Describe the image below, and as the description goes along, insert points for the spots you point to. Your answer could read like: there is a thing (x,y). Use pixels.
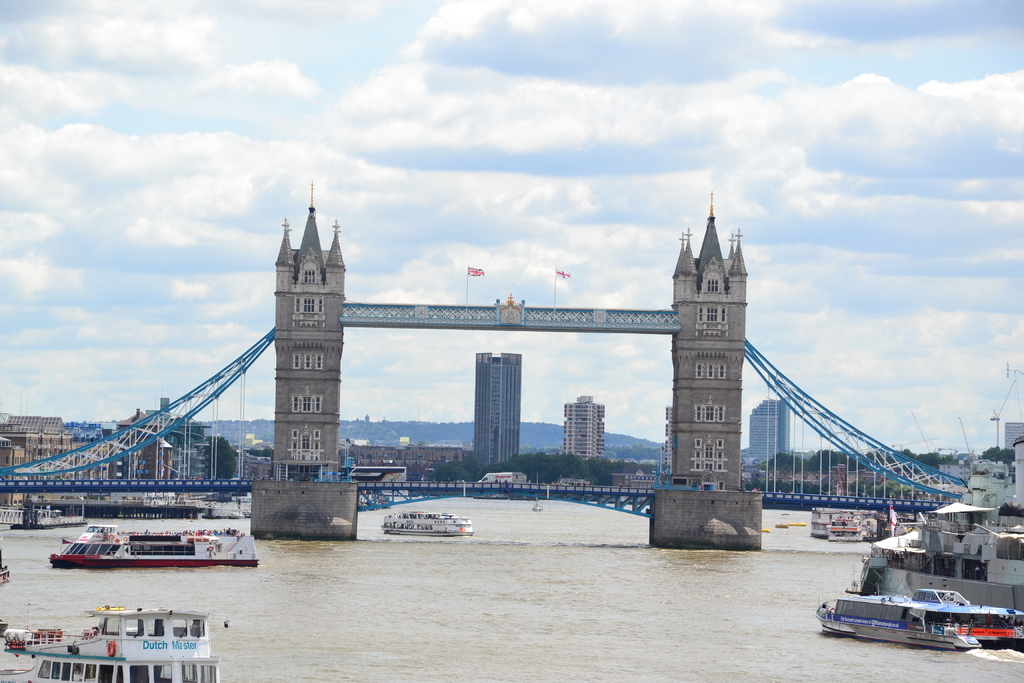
In this picture we can see some ships (194,656) on the water (263,644) and in front of the ships (84,550) there is a tower bridge (340,525). Behind the tower bridge (326,515) there are trees (541,470), buildings (440,460) and a cloudy sky (627,430).
